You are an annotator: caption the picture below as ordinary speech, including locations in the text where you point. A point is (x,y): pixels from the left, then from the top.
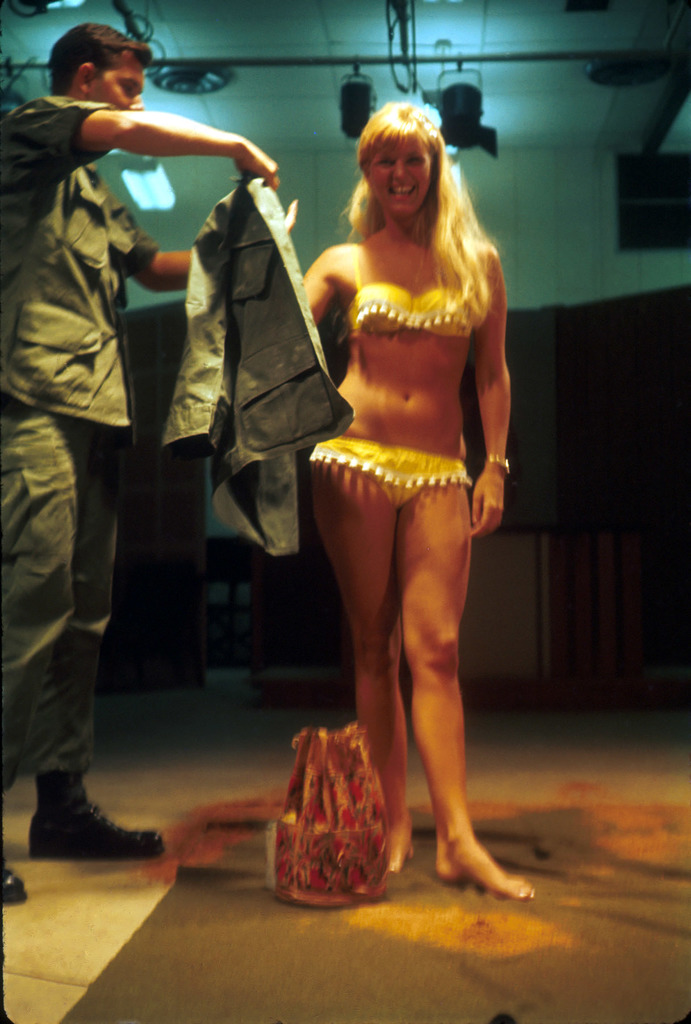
In this image we can see a lady (385,406) standing and smiling. On the left (70,274) there is a man (79,799) holding a jacket (329,389). At the bottom (306,804) there is a bag (305,795) placed on the mat (157,955). In the background (552,407) there is a wall (178,222) and lights (131,174).
